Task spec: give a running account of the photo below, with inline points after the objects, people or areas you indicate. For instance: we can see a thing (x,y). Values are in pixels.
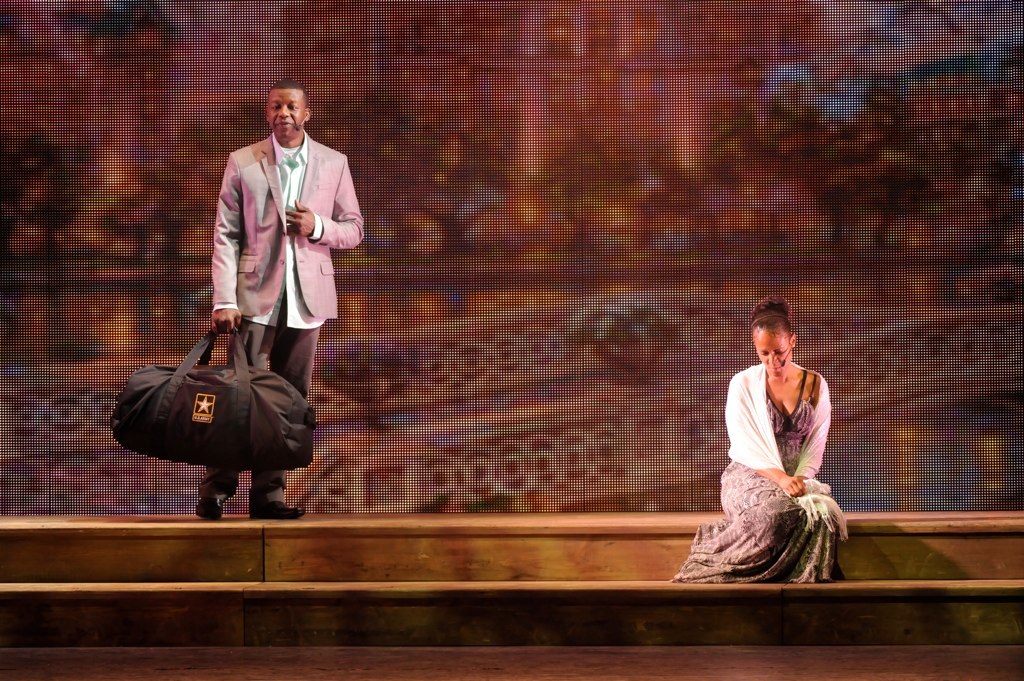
In this picture we can see two people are on the stairs (628,513), one person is holding bag (172,432) and standing, woman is sitting on the stage (559,560).
